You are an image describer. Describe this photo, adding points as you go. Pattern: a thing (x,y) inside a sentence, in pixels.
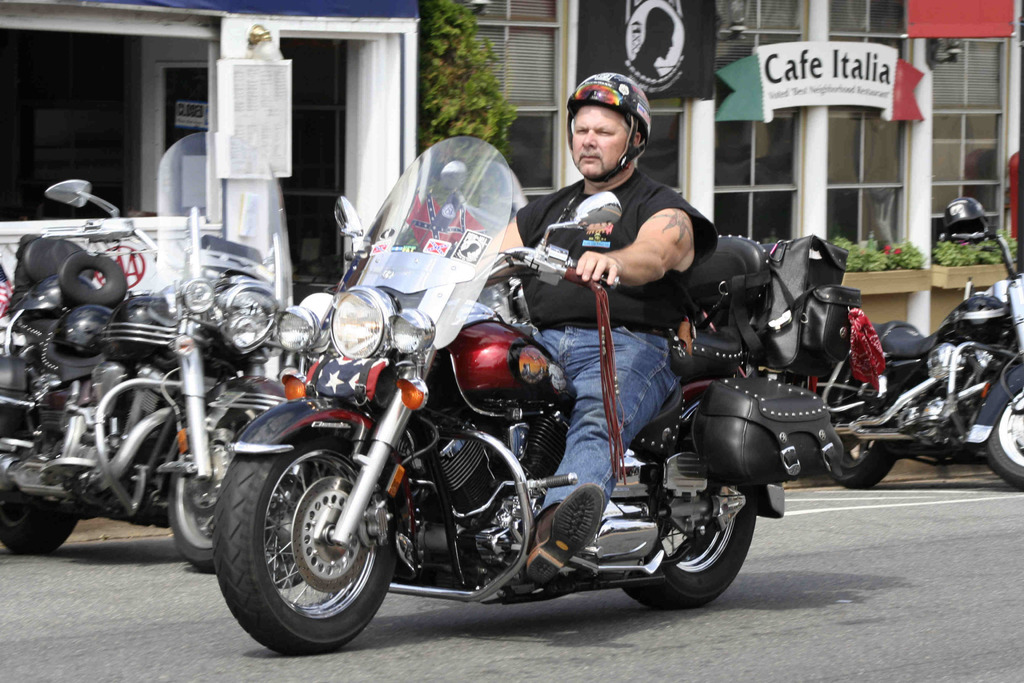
In this image, I can see a person (629,146) riding a bike (441,209), who is wearing a helmet (620,80) on his head (628,130) on the road (822,566). In the background (820,69), I can see some buildings (352,47) where hoarding (704,74) is there and Cafe Italia board (801,64) is there. On the middle of the background (871,263), I can see some house plants (952,261). In the middle of the background (465,105), I can see a tree (445,105). In the left top of the background (384,77), I can see a door (338,44) of the house (384,173) which is opened. On the road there are number of bikes (48,441) parked.
